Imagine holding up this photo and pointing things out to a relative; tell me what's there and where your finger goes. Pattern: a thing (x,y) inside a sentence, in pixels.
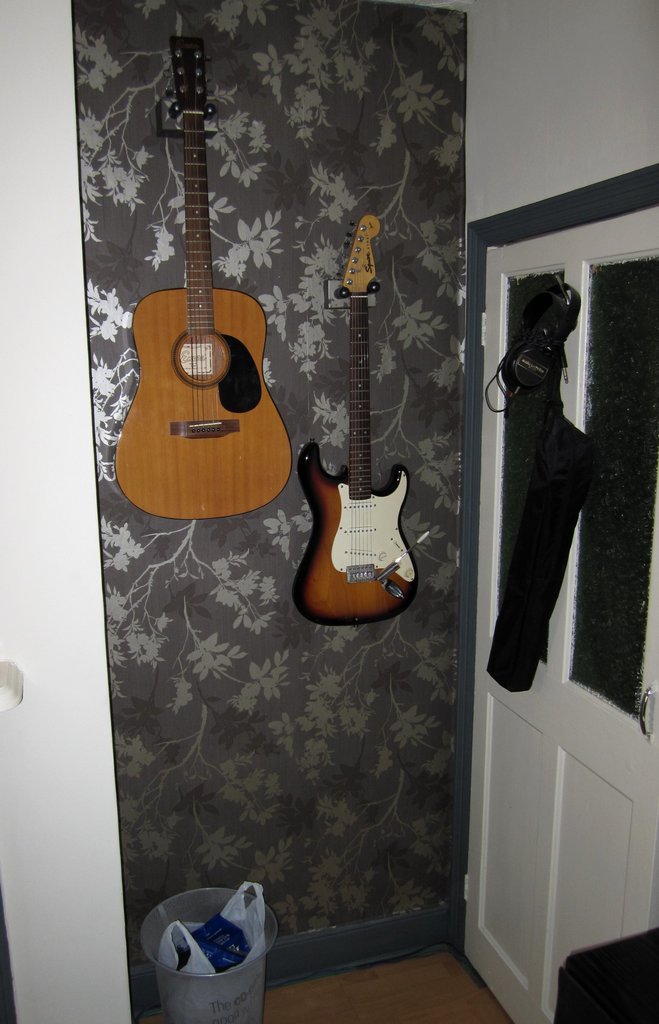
In this image I see 2 guitars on the wall (119,779) a dustbin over here and I also see a door (547,834).
